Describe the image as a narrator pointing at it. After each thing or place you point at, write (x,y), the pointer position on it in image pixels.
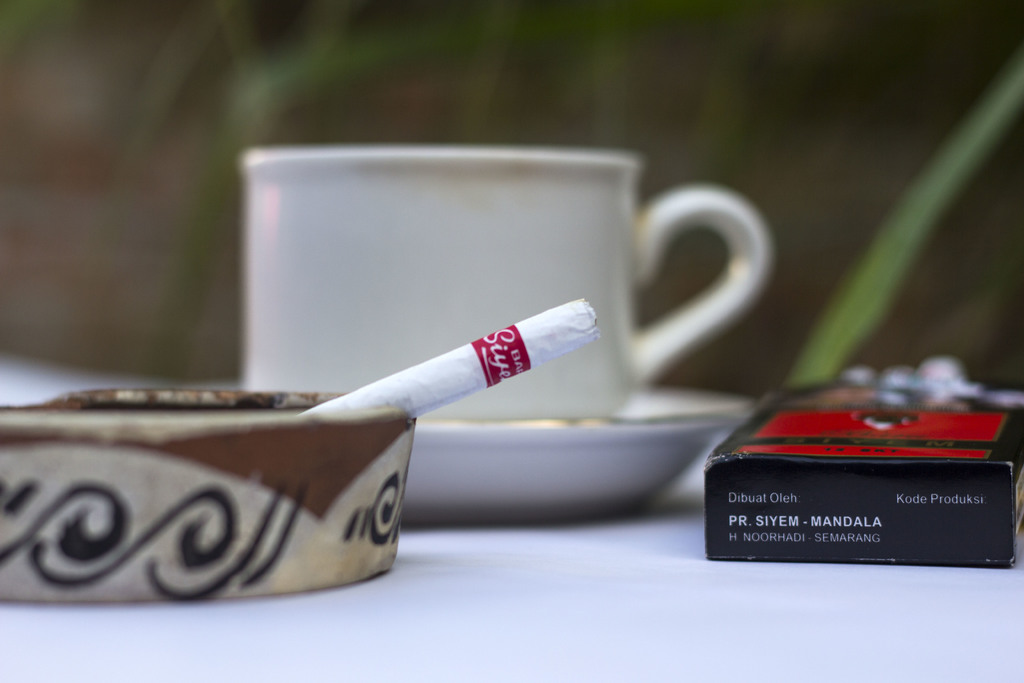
In this image in the center (457,267) there is one cup (561,400), saucer (623,446), one cigarette box (711,461), tray (67,480) and one cigarette (477,377). And at the bottom (495,587) there is a table (669,587) and in the background (574,93) there are some plants (229,122).
